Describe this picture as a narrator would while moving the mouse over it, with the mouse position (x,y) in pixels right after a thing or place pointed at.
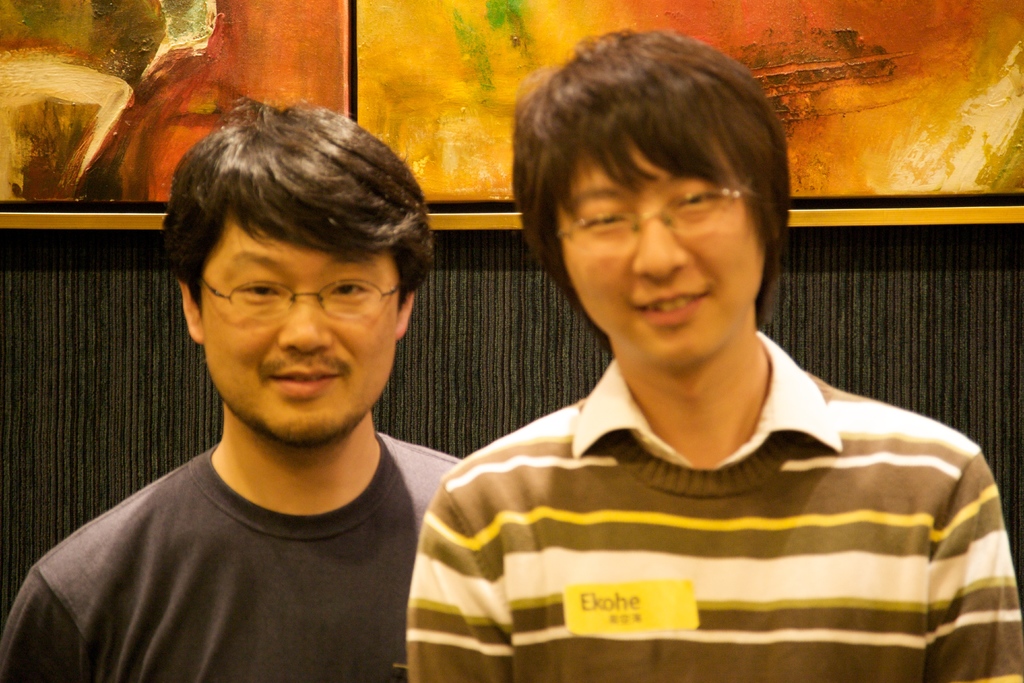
In this image I can see there are persons (440,489) standing with smiling. And at the back (113,319) it looks like a wall (147,292). And to that wall (975,277) there are painting boards (341,90).
